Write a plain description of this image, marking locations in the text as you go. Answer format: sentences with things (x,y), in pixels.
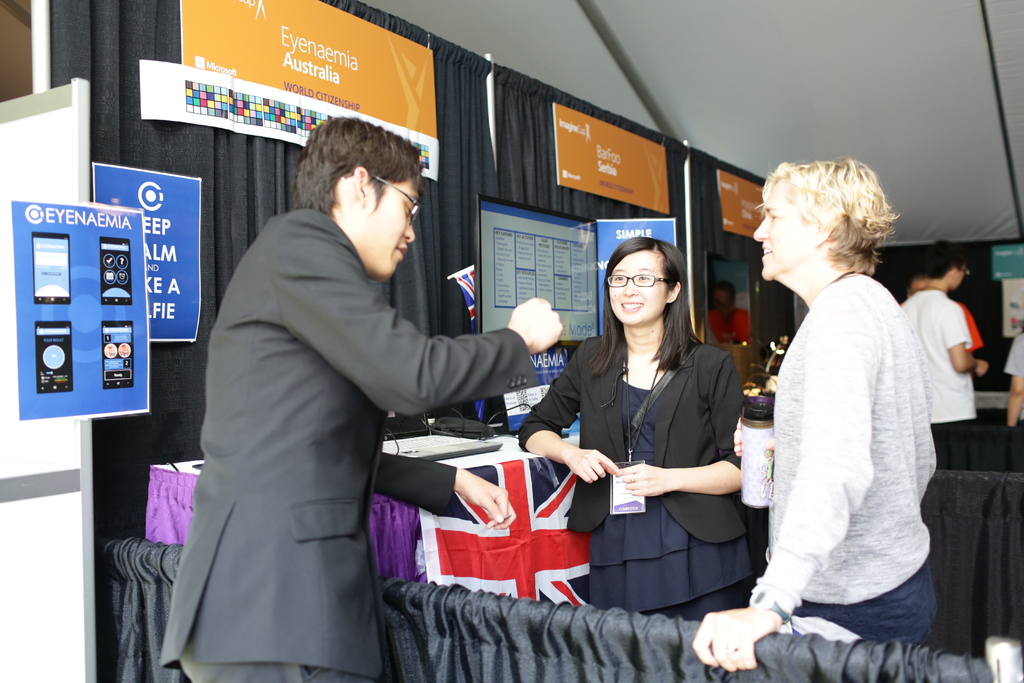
In the image it looks like some event, there are three people (636,479) standing in the front (480,468) and talking to each other and there are a lot of posters (149,221) attached in the background (163,200) and there is a screen (497,257) kept in front of the black curtain (470,211) and in the background (975,337) there are some other people (968,357).
